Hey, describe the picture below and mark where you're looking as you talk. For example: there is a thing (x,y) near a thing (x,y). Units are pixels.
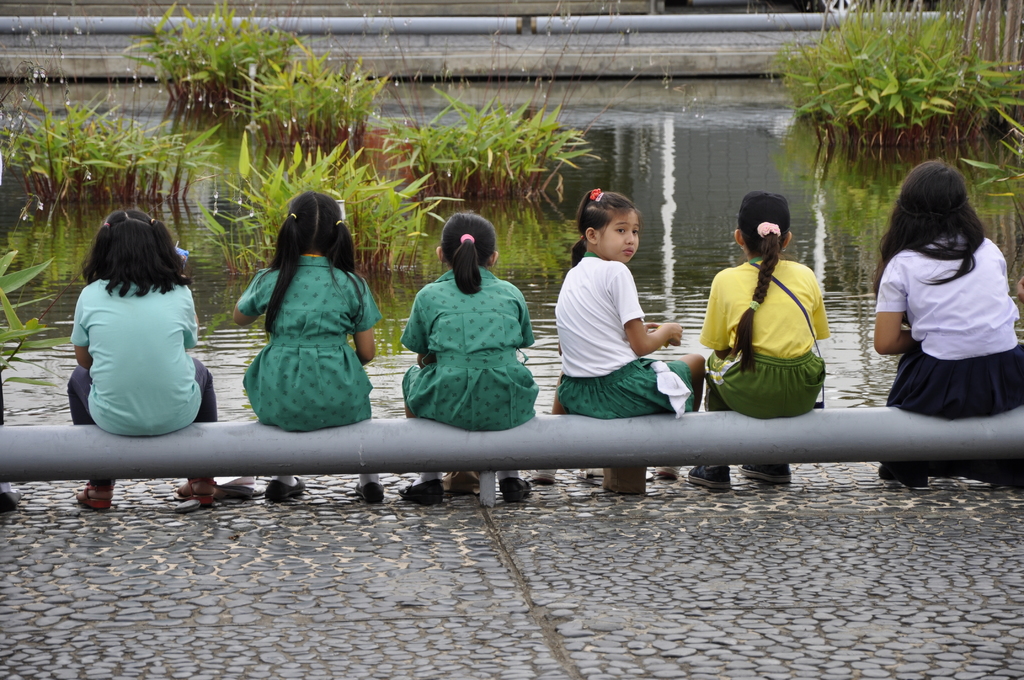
In this image I can see the ground (585,568), a huge grey colored pipe (212,452) and I can see few children (909,340) sitting on the pipe (443,454). In the background (512,209) I can see the water (709,157), few plants (396,193) which are green in color on the surface of the water (700,167) and another pipe (491,28) which is grey in color.
